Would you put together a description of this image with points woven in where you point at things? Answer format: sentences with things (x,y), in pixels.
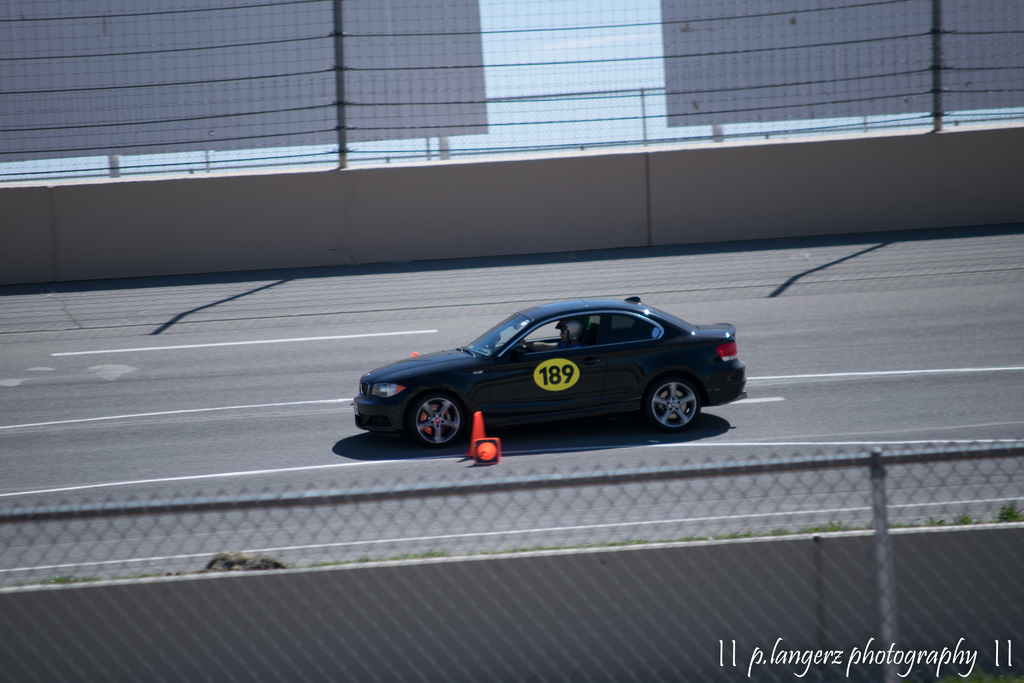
In this image there is the sky (582,41) towards the top of the image (568,45), there are objects (287,71) towards the top of the image (717,57) that looks like a board (111,77), there is a fence (587,83) towards the top of the image (547,73), there is a fence (364,545) towards the bottom of the image (411,568), there is a wall (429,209) towards the bottom of the image (356,622), there is a road (283,416), there is a car (451,362) on the road (625,426), there is a man (571,340) driving a car (613,328), there is a number (555,368) on the car (561,357), there are objects (490,439) on the road (512,461), there is text (865,656) towards the bottom of the image (877,648).
